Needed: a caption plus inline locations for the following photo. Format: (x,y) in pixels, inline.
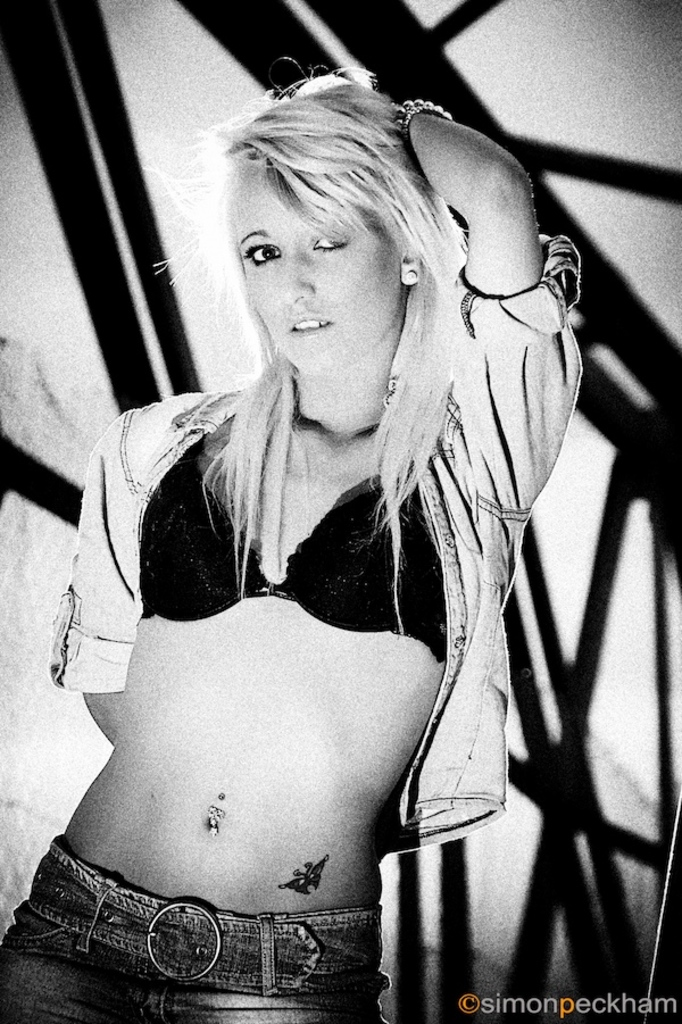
In this image I can see the person (364,732) with the dress (98,993). In the background (116,153) I can see some metal rods (511,635) and this is a black and white image.
